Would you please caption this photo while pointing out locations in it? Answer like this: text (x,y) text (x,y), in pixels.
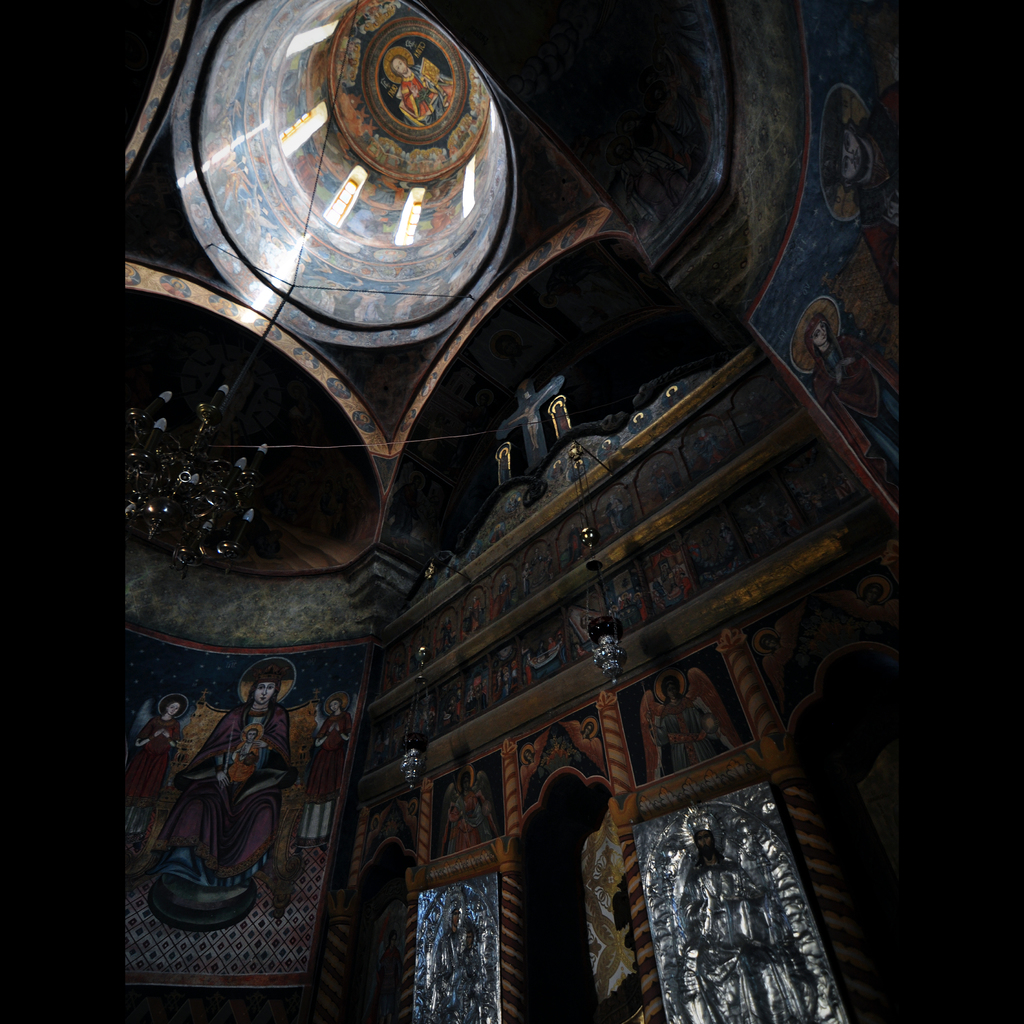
In this image we can see inside of a building (382,899). We can see the paintings (234,742) on the wall (221,743). There are few sculptures (774,899) in the image.
